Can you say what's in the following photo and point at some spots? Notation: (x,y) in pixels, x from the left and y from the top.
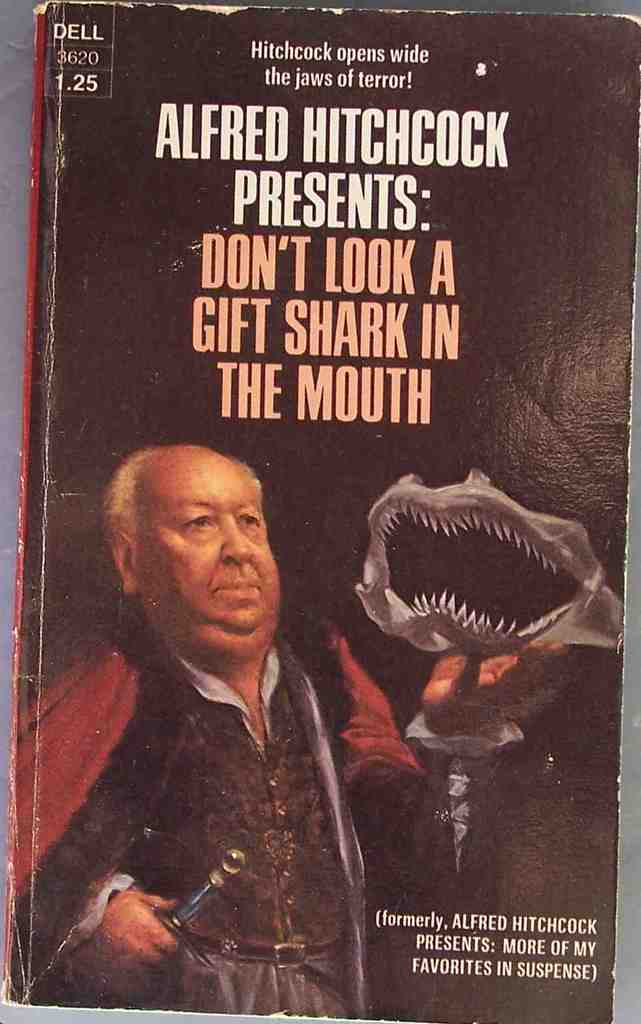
In this picture there is a book (320,740). On this book (110,358) there is a man (278,707) who is holding a dagger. Here we can see a shark jaw (507,639). in the bottom right corner (561,976) we can see author's name (573,936). Here we can see a book name (371,139).
